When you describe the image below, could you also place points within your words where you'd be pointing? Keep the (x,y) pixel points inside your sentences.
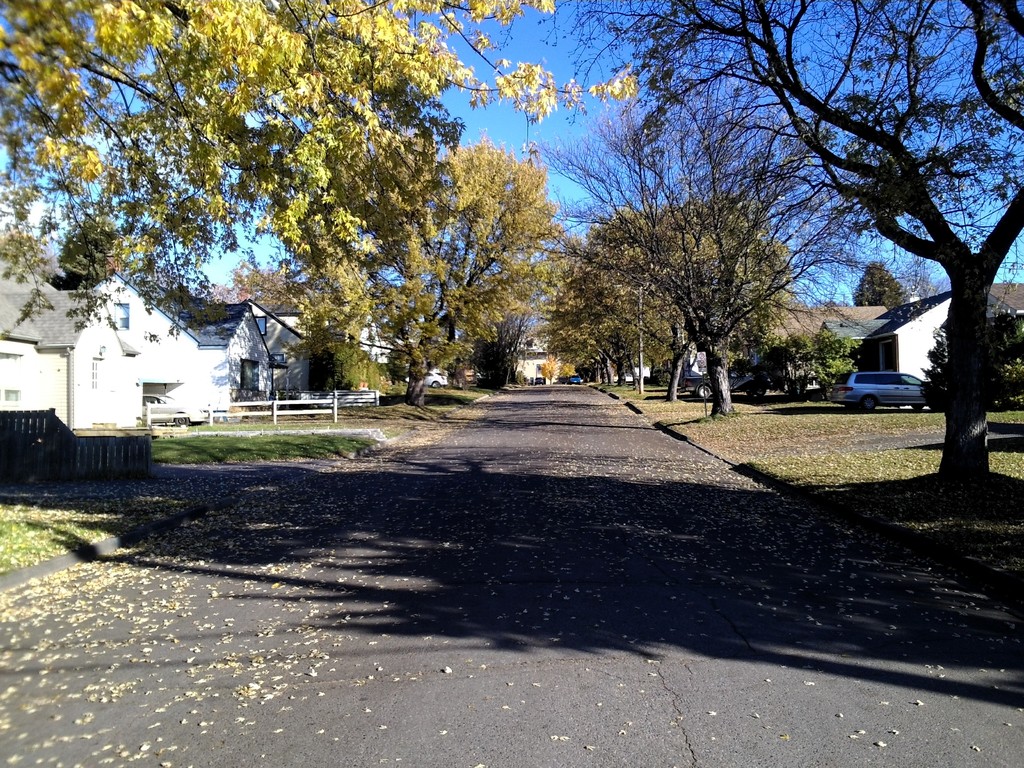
At the bottom of the image (377,563) there is a road (292,602). On both sides of the road (456,475) there are many trees (552,328) and buildings (256,371). On the right side (896,391) there is a car (886,387) on the ground (872,412). At the top (570,49), I can see the sky (556,46).
